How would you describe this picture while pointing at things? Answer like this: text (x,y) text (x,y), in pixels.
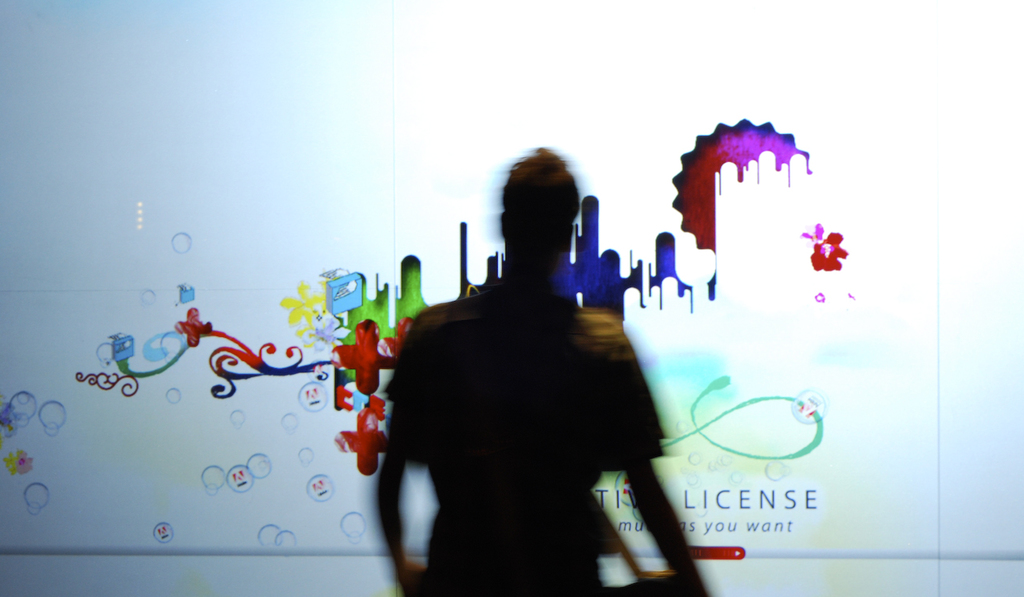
In this picture there is a person (596,371) standing and there is a design (321,297) and something written on it on the glass (725,173) in front of him.
